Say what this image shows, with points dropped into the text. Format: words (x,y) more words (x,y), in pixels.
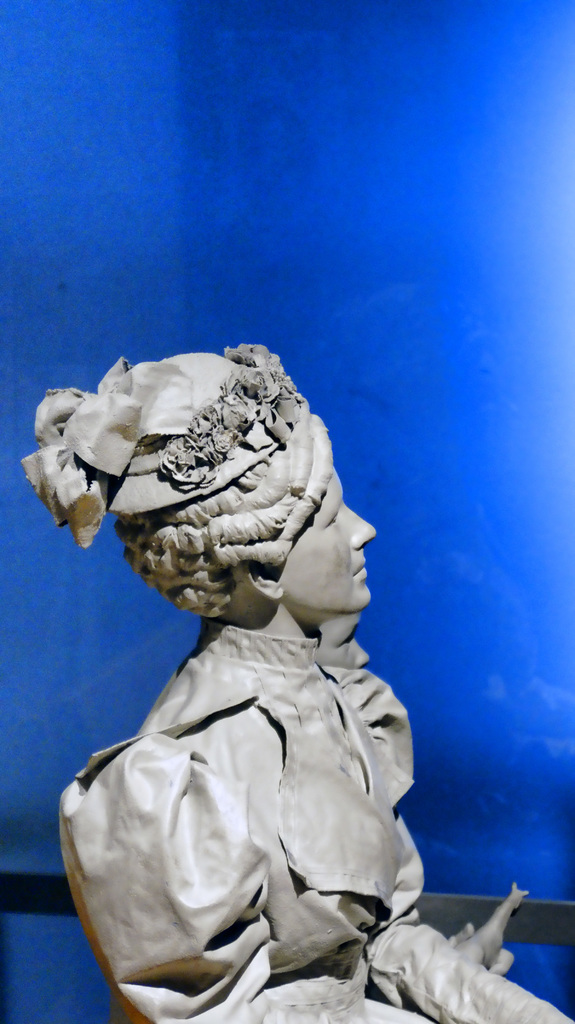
In this picture there is a statue (299,580) of a woman (325,614) which is kept near to the blue wall (525,778).
